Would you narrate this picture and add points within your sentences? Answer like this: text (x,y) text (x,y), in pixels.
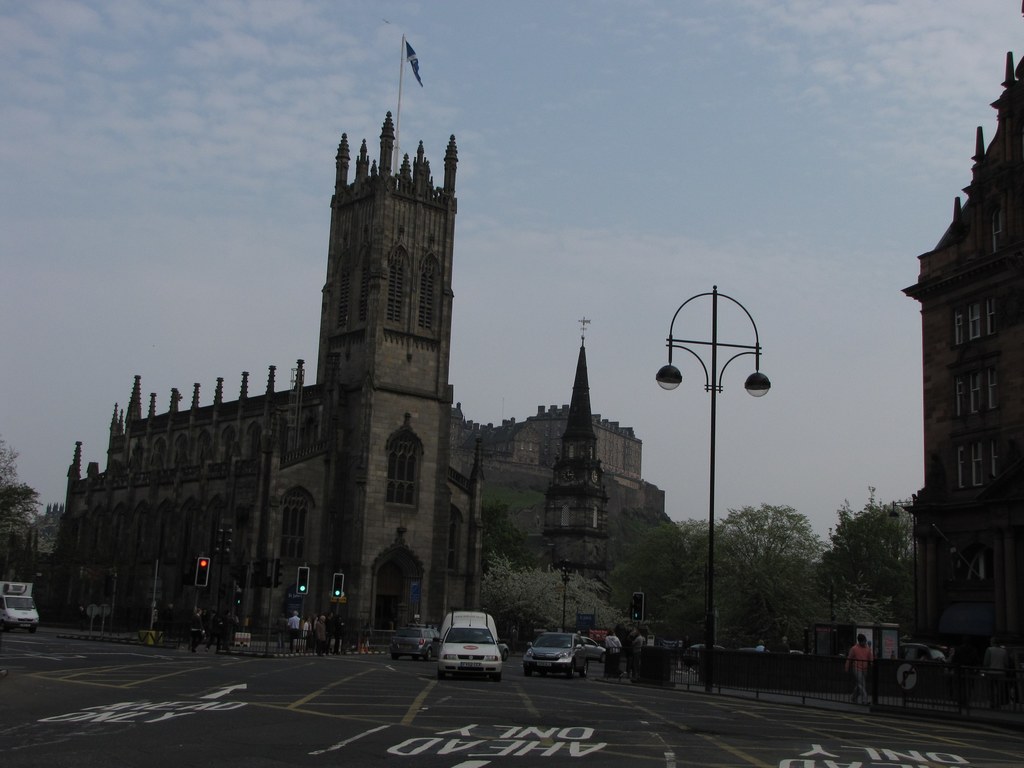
In this image we can see group of vehicles (440,669) parked on the ground (216,701) and group of people (336,640) standing. In the foreground of the image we can see some traffic lights (334,600). In the background (724,620), we can see buildings (920,535) with windows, a group of trees (787,586) and a fence (758,675). At the top of the image (667,124) we can see the sky (625,119).
